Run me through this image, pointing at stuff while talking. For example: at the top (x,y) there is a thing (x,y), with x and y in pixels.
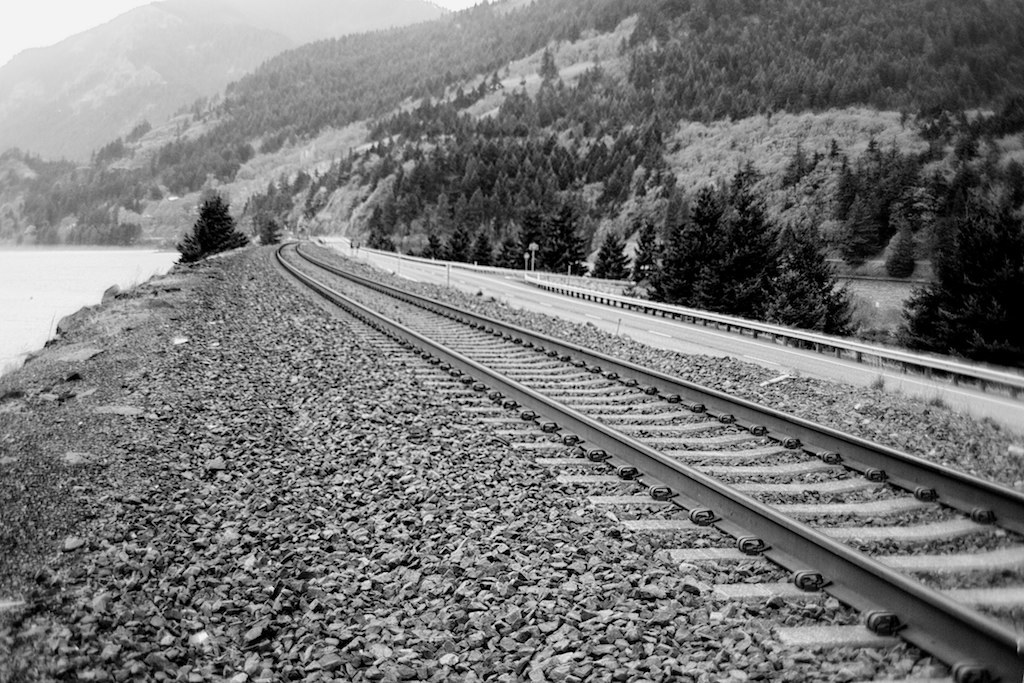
In the foreground of the picture (578,429) there are stones (431,443) and railway track (806,530). On the left (82,256) there is a water body (54,259). On the right (726,249) there are trees (978,231). In the center of the picture (623,241) there are hills (345,134). On the hills (343,113) there are trees (398,99).
